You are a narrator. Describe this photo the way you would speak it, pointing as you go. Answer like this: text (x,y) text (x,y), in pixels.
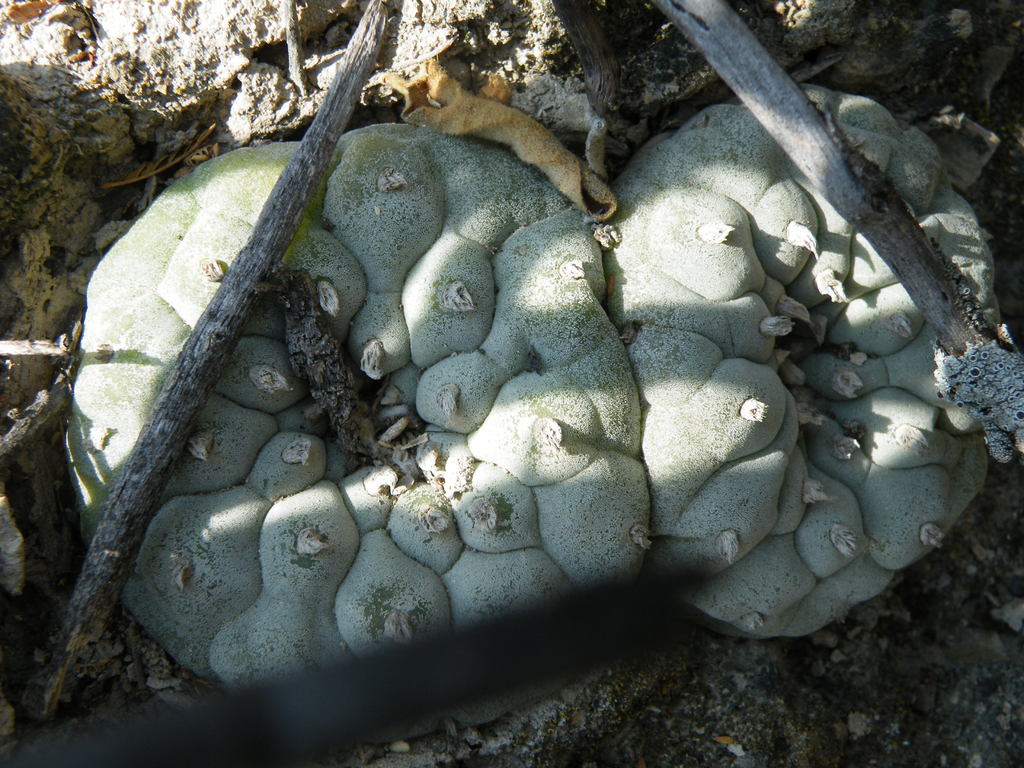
In this picture it looks like plants (169,372) and we can see rock (917,19) and wooden objects (579,1).
